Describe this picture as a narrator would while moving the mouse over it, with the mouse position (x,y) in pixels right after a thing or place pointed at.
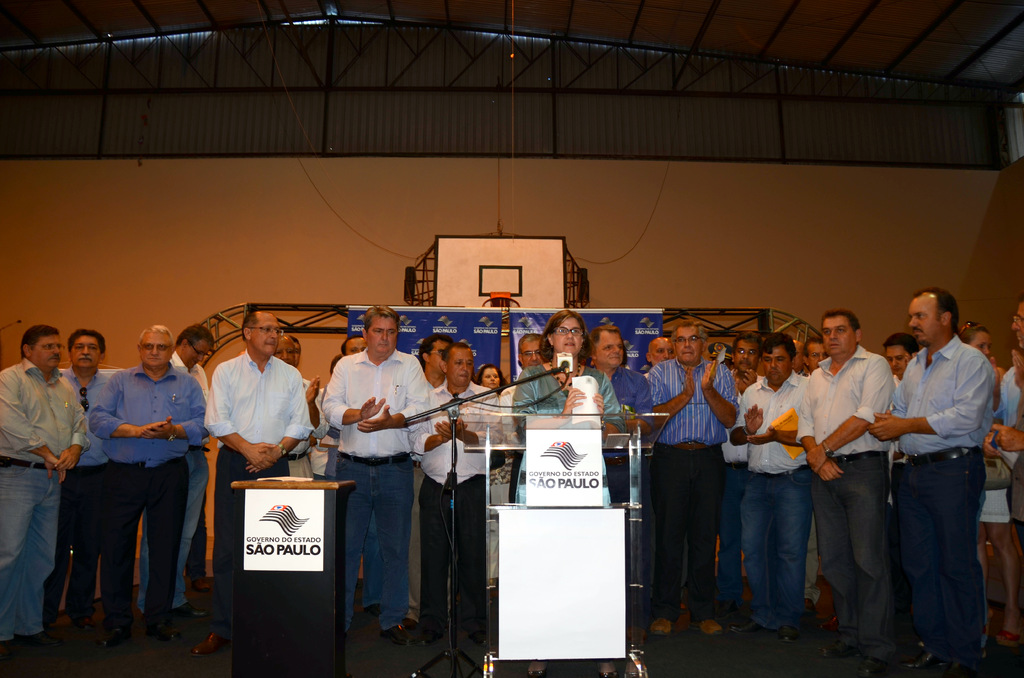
In this image in the center (445,431) there are group of persons (310,419) standing. In the front (562,380) there is a woman (564,388) standing and speaking. In front of the woman (550,387) there is a mic (420,414) there is a podium (557,515) with some text (566,473) written on it. In the background (496,344) there is a banner (476,328) with some text (494,330) written on it which is blue in colour and there is a basketball net (508,293) and there is a tin shed (467,82) on the top (365,69).
